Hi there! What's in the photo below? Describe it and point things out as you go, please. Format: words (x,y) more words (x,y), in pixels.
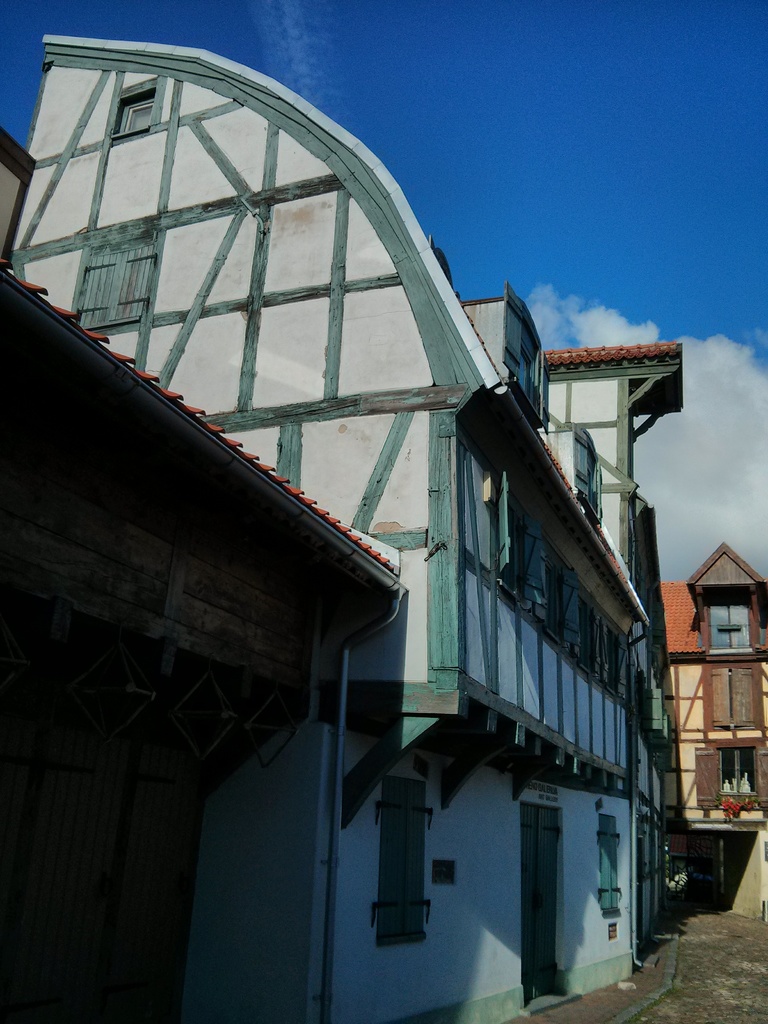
In this image we can see houses (428,561) and the blue color sky (583,98) with clouds (758,469) in the background (540,241).
